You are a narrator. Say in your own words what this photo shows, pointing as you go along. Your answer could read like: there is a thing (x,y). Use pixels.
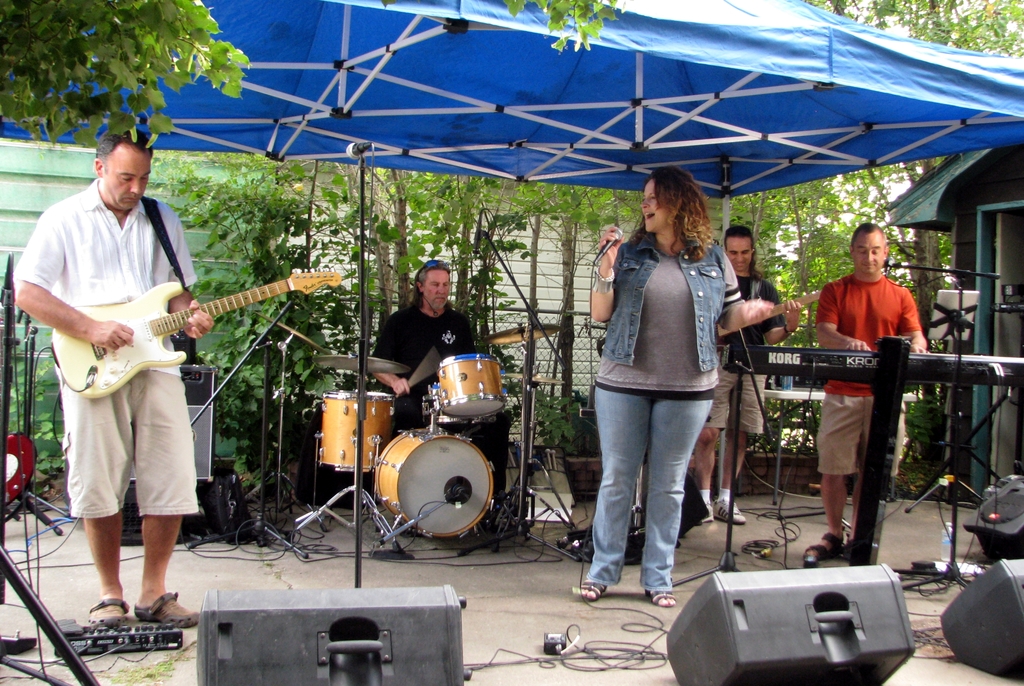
this is outside a building (54,160). In the middle (682,443) one lady (640,326) is singing. She is holding a mic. In the left side (151,394) one man (126,333) is playing guitar (129,349). In the background (398,431) one man (426,396) is playing drum (451,372). In the right side (909,376) one man (917,338) is playing keyboard (947,357). another man (766,288) is playing guitar (785,310) behind him. They are standing under a tent (554,86). There are trees (89,26) in the background (327,232) and we can see a building (28,213) in the background (10,199) also. There are fence (574,357) around the building (512,319). There are speaker (672,648) attached to the instrument (437,385).
